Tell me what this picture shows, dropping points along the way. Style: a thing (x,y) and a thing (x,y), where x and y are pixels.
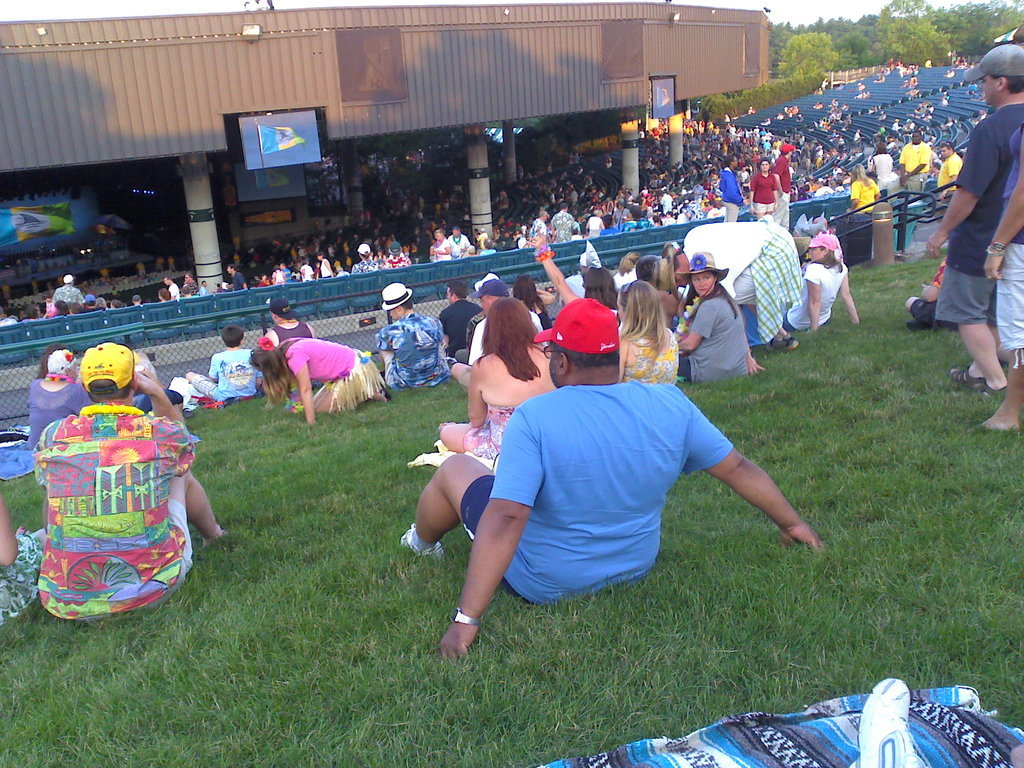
This picture might be taken in a stadium (206,260), in this image there are a group of people (593,212) who are sitting and they are watching the television (279,143). In the center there are some televisions (283,129) and some pillars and a building (579,88), and in the background (783,82) there are some trees (893,26). At the bottom (298,667) there is grass (932,635) and on the grass (641,723) there is a blanket (865,697).
